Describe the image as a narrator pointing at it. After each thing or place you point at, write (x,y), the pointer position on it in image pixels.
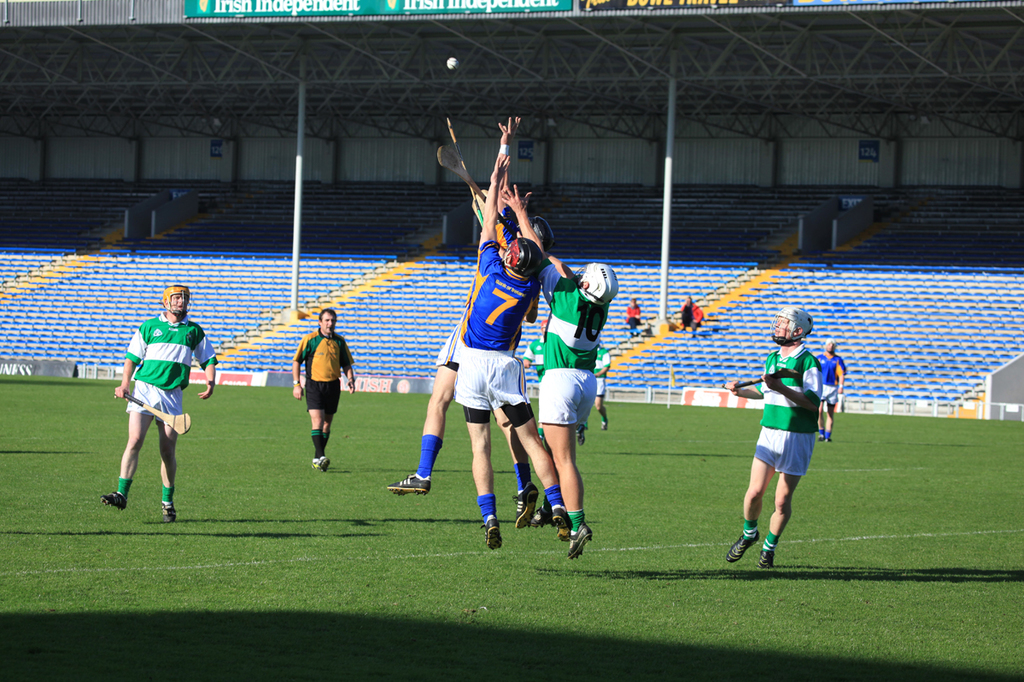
In this picture I can observe some people (445,360) playing a game in the ground (309,439). In the background (443,313) I can observe stadium (302,222).
